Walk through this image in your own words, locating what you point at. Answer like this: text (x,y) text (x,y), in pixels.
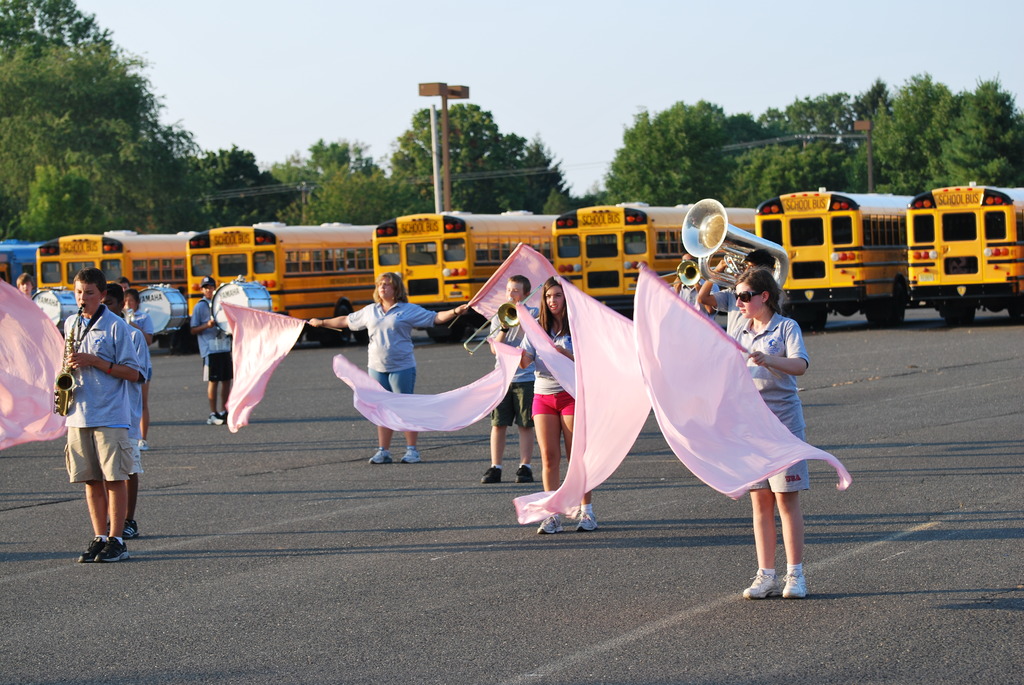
In this image there are few people (521,410) in which some of them are holding flags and some of them are playing musical instruments (707,259), there are school buses (826,255) on the road (881,364), there are poles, trees (466,127) and the sky (373,91).
